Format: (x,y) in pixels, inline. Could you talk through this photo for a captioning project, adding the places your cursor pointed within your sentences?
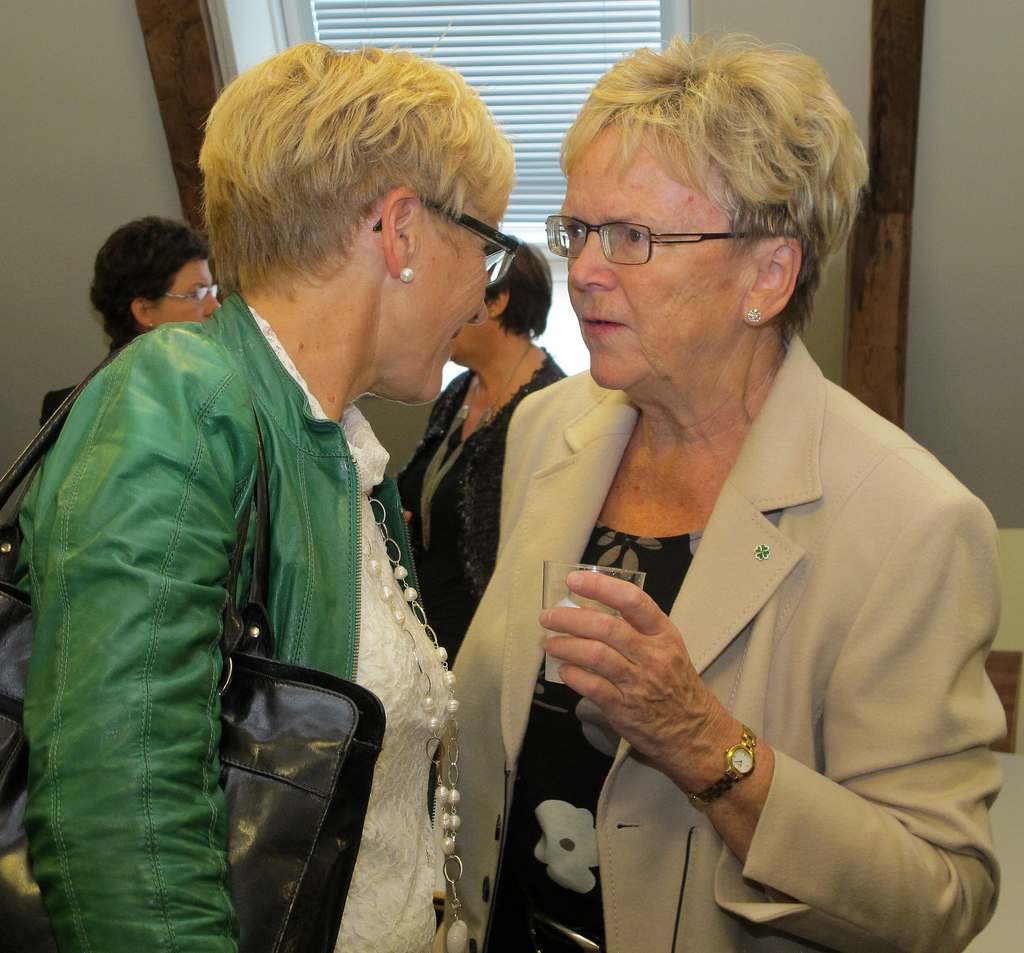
In this image, we can see four persons (416,598) are standing. Few people (469,285) are wearing glasses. Here a woman (634,719) is holding a glass (623,571) and another woman (170,833) wearing a bag (295,721). Background (25,295) we can see wall (916,420) and window shade (572,88).
